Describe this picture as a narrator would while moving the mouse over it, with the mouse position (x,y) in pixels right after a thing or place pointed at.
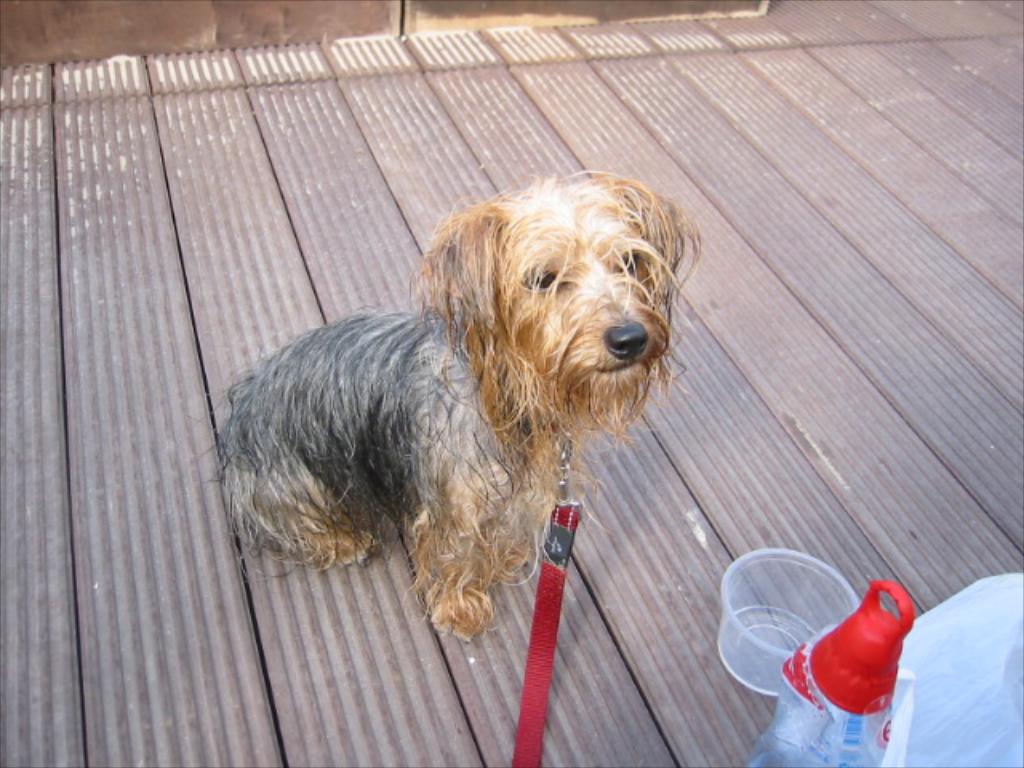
In the center of the image (457,393) there is a dog (642,368). On the right (780,645) there is a cup (789,611), bottle (876,624) and a cover (949,700).
